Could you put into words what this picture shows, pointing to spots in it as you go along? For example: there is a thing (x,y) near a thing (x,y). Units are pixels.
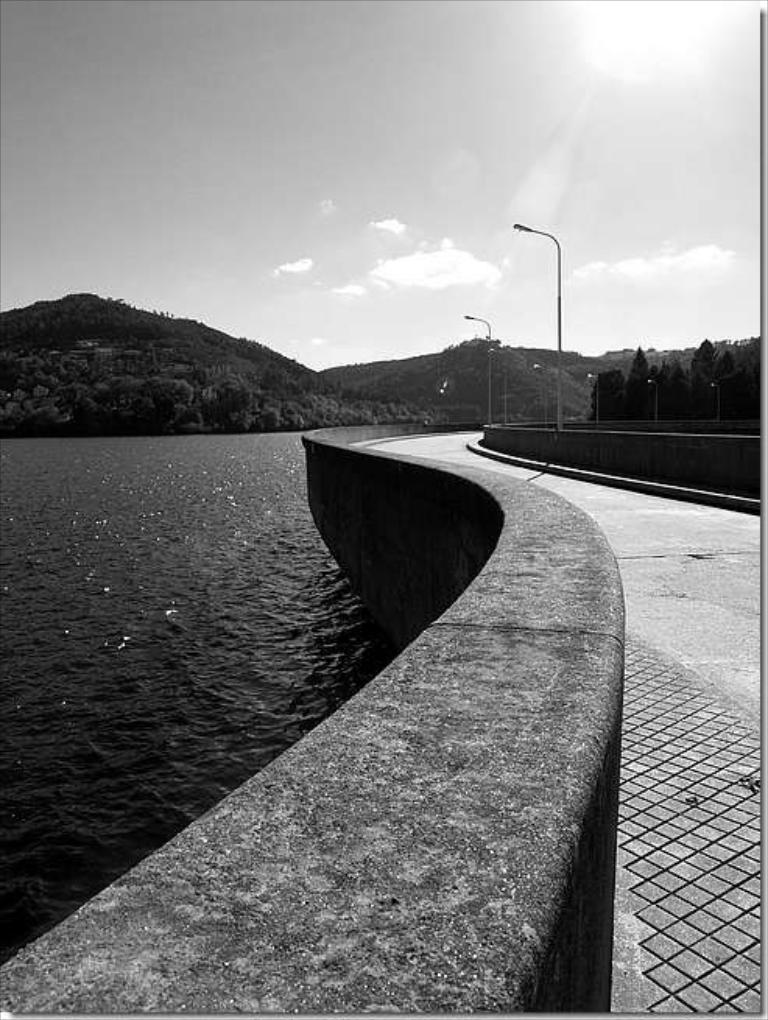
This is a black and white image there is a river (200,579) in left side (233,537) and in right side (690,689) there is road (705,555) and there are light poles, in the background (337,408) there are mountains (469,375) and a sky (330,208).
